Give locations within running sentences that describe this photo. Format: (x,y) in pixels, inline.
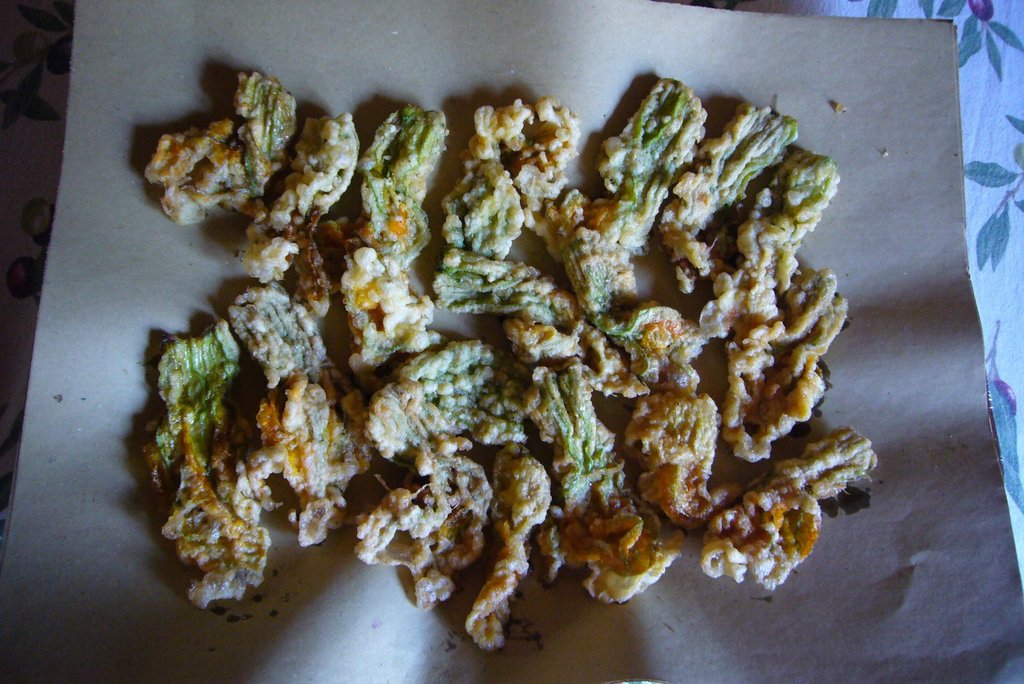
In this picture we can see food items (415,536) placed on a paper (902,37) and this paper (161,43) is placed on a cloth (1016,42).
